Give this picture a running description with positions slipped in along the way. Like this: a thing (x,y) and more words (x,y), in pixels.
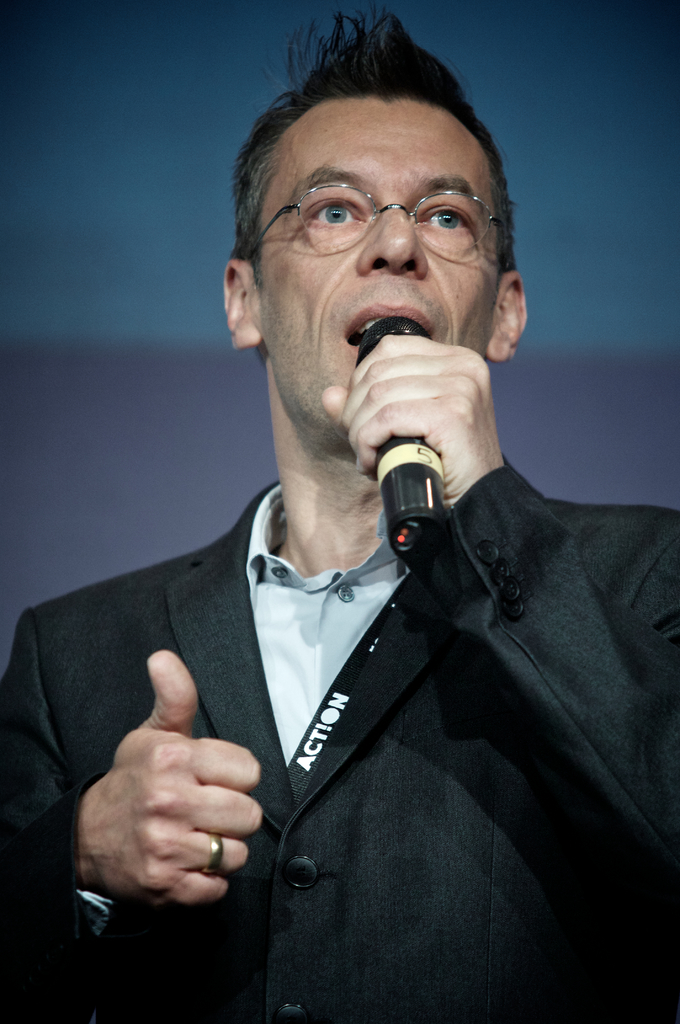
In this image we can see a person (451,827) wearing a suit (479,965) and holding a mic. We can also see the person (517,760) is talking.
